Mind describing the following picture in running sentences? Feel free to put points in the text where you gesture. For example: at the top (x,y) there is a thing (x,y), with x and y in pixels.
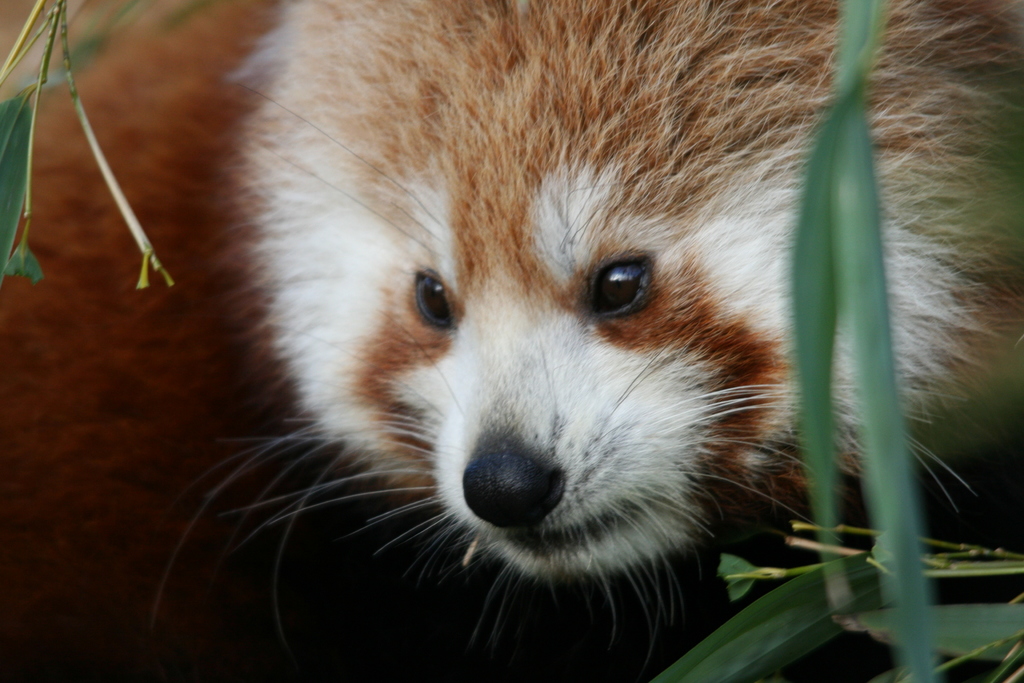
In the center of the image (613,412) there is a animal (419,142). To the right side of the image (809,230) there is grass (829,551).
